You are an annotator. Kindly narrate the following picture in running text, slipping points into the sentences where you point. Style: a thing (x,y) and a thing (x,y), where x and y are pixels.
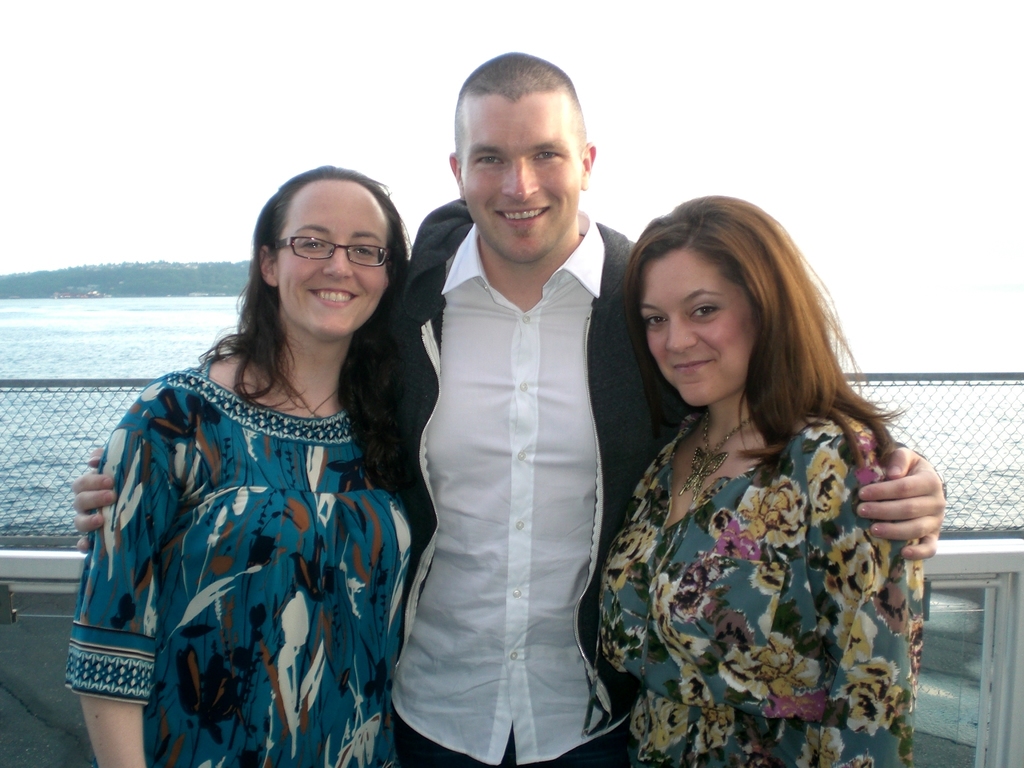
In this picture we can see three people (505,642) standing, smiling and at the back of them we can see the water (74,375), fence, some objects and in the background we can see white color.
